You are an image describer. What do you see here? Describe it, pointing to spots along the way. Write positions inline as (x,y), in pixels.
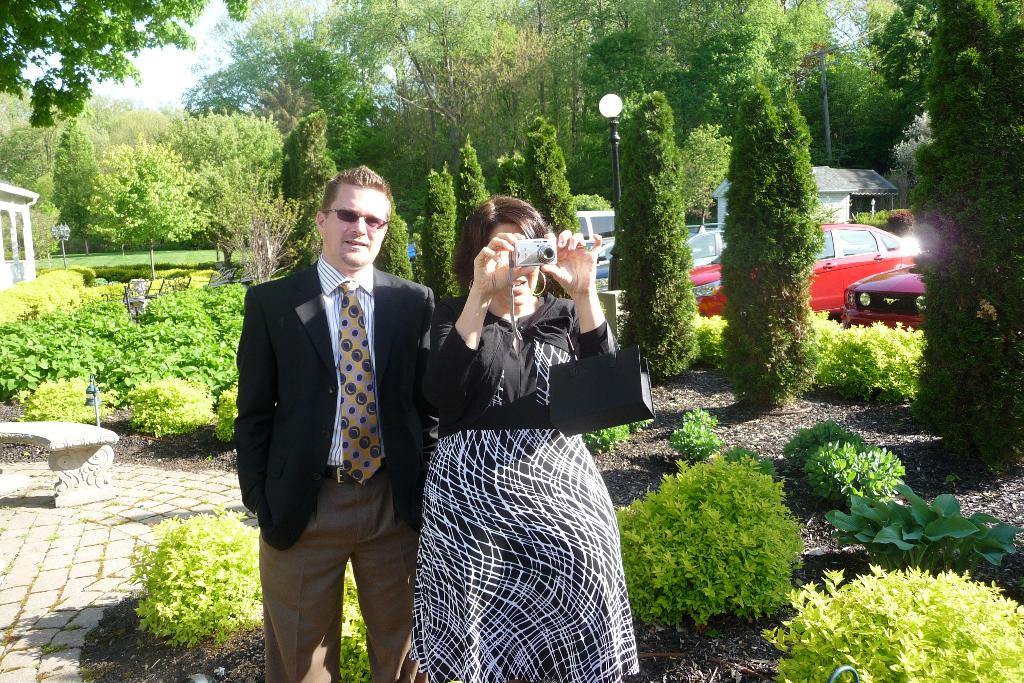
In the picture I can see a man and a woman (528,438) are standing on the ground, among them the woman (513,364) is holding a camera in hands (479,284). In the background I can see plants (510,192), trees (658,287), vehicles (901,318), the sky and some other objects (80,437).
